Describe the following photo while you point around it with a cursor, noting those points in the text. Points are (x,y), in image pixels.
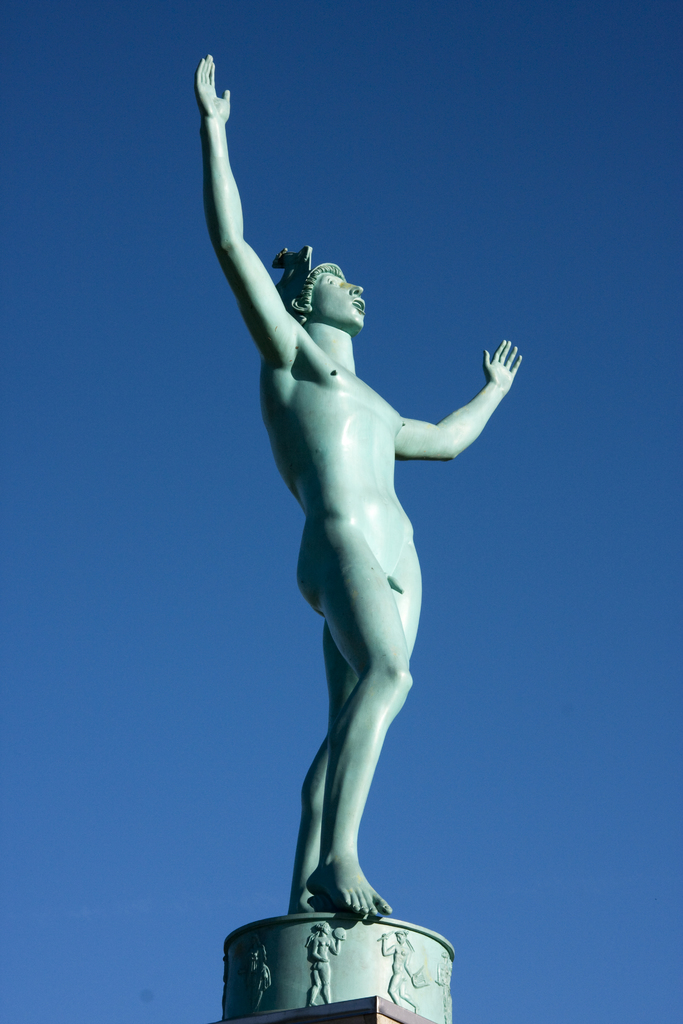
In this picture we can see a statue (344,530) of a person (326,572) on a platform (254,955) and we can see sky (38,351) in the background (51,490).
